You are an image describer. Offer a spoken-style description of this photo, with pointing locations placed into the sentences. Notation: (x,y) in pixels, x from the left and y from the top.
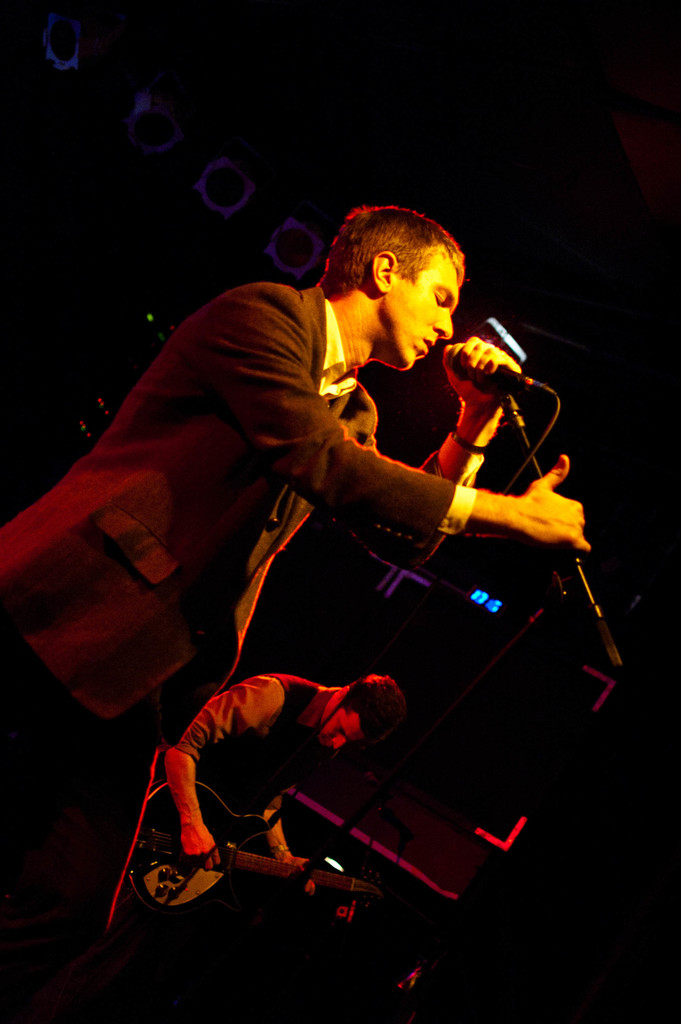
In the image we can see there are people (142,679) standing, wearing clothes (103,626) and one is holding a guitar (218,843) and the other one is holding a microphone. Here we can see cable wires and the background (118,236) is dark.
